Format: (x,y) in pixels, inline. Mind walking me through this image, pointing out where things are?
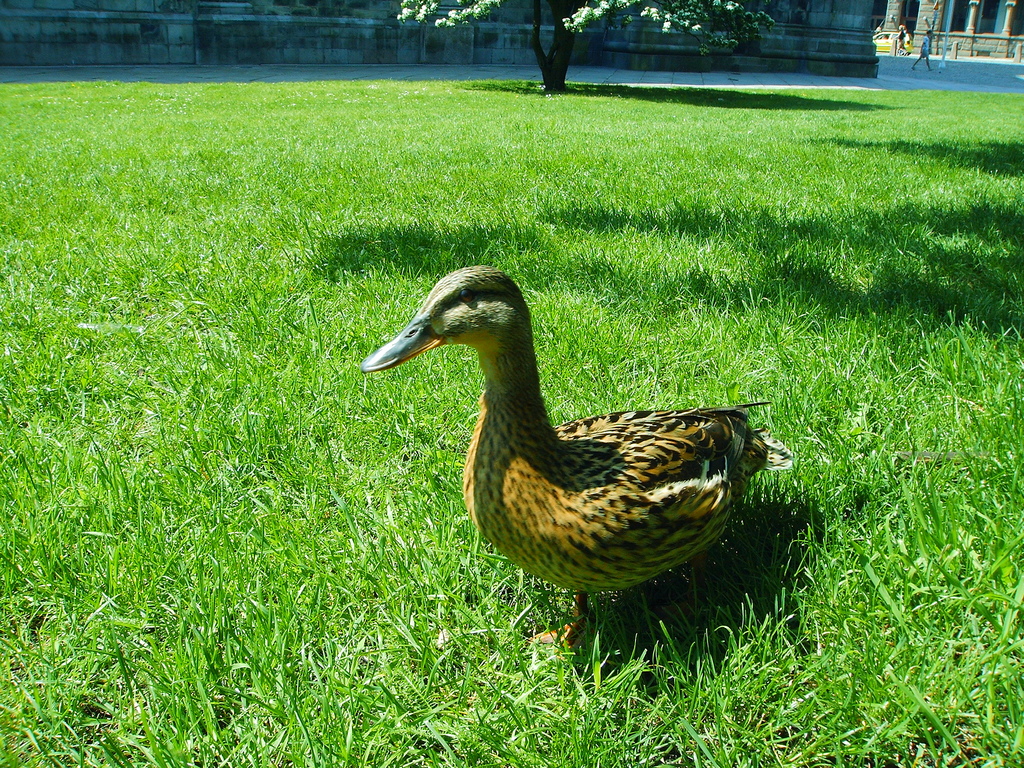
We can see bird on the grass (328,142). In the background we can see people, pole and tree (725,44).
